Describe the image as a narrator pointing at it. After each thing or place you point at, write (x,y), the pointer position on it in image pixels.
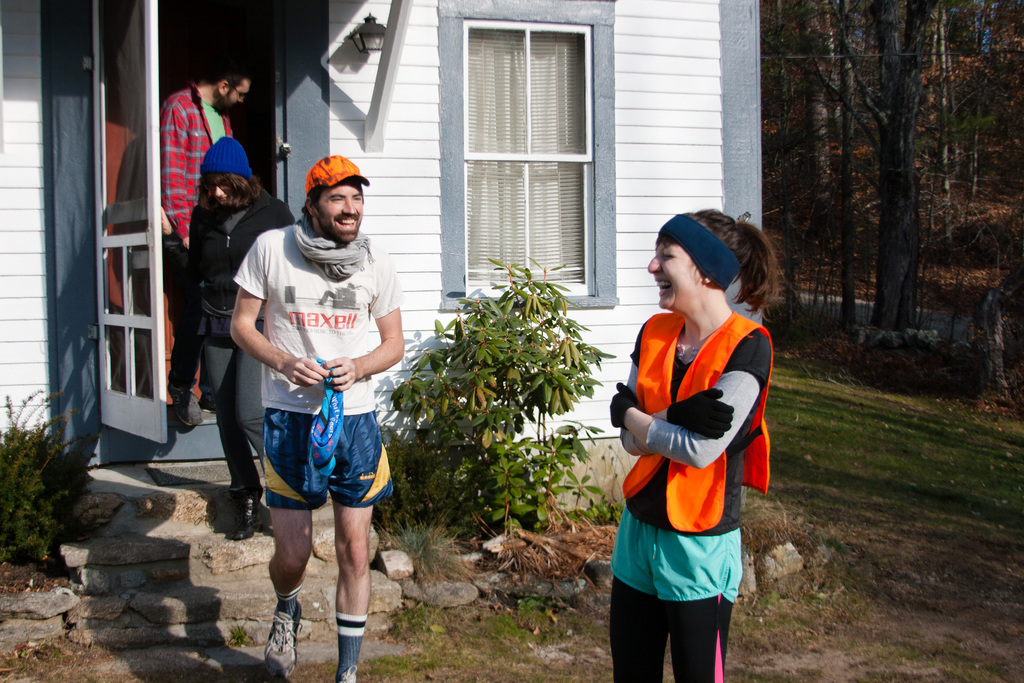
On the right side (764,327), there is a woman (723,339) in orange color jacket (714,346), smiling and standing on the ground (777,651) near a person (318,223) wearing a orange color cap (310,183), holding blue color cloth (322,435) and walking on the ground (369,677). In the background (246,447), there are other two persons (222,251) walking on the steps (223,476) near two plants (475,438) and glass door (111,251) of a building (33,34). Which is having glass windows (579,198), curtain (582,178) and a light (374,39) attached on the white wall (426,136), there is grass (846,415) on the ground (863,421) and there are trees (900,178).
